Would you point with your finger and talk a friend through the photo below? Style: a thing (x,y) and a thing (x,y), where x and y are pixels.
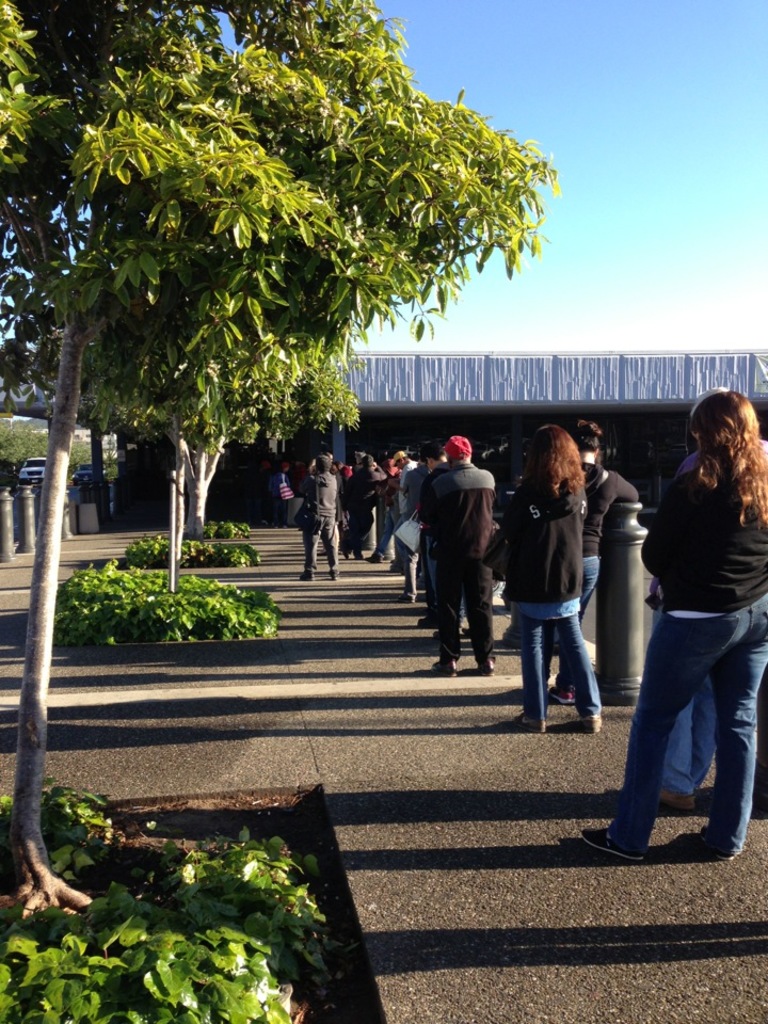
As we can see in the image there are trees (224,448), building (429,377) and many people (567,529) here and there. On the top (607,146) there is a sky (623,157).
